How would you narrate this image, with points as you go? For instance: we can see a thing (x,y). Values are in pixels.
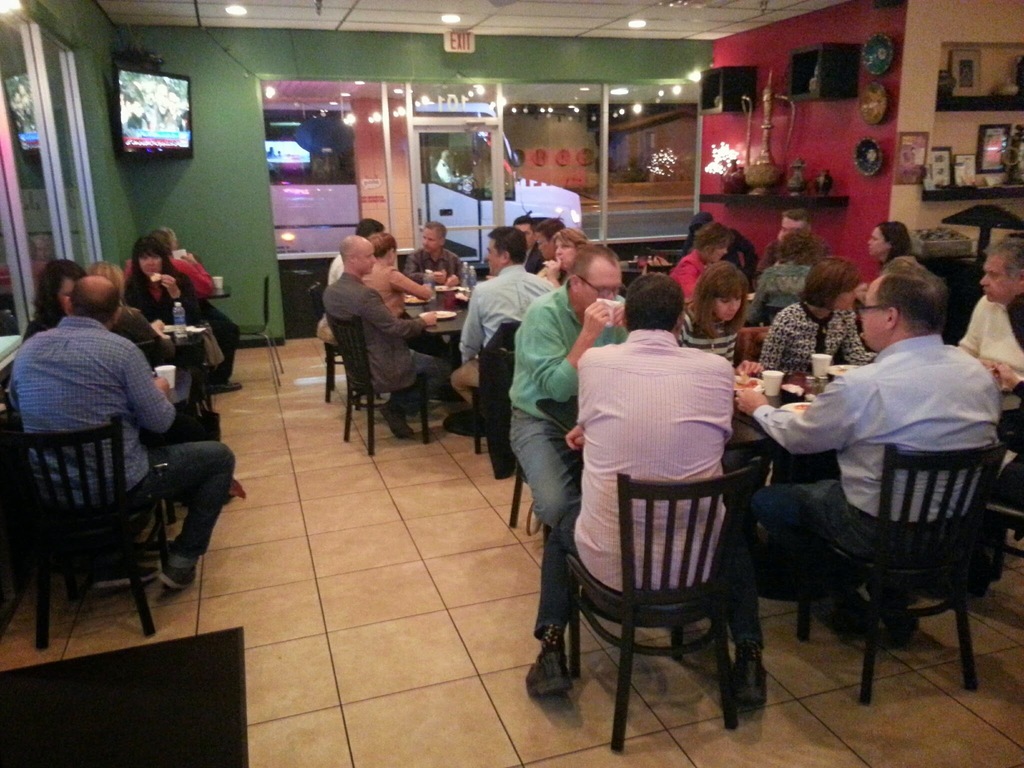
In the image we can see group of persons (545,483) were sitting on the chair (935,461) around the table (762,438). On table (766,435), we can see glass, plate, water bottles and food item (841,366). In the background (411,209) there is a wall (172,185), monitor (159,99), glass (402,190), exit board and photo frames (962,52).
